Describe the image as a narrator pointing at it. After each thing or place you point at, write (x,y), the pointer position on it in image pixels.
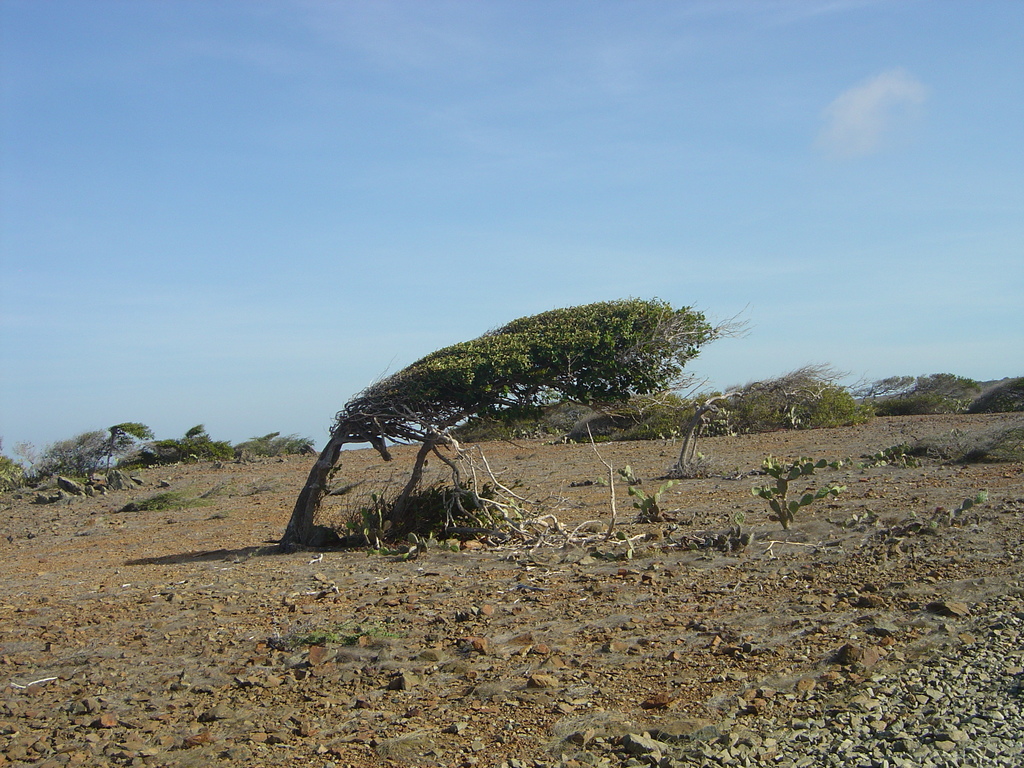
In this picture we can see some trees (407,413) in a open ground (403,704).
